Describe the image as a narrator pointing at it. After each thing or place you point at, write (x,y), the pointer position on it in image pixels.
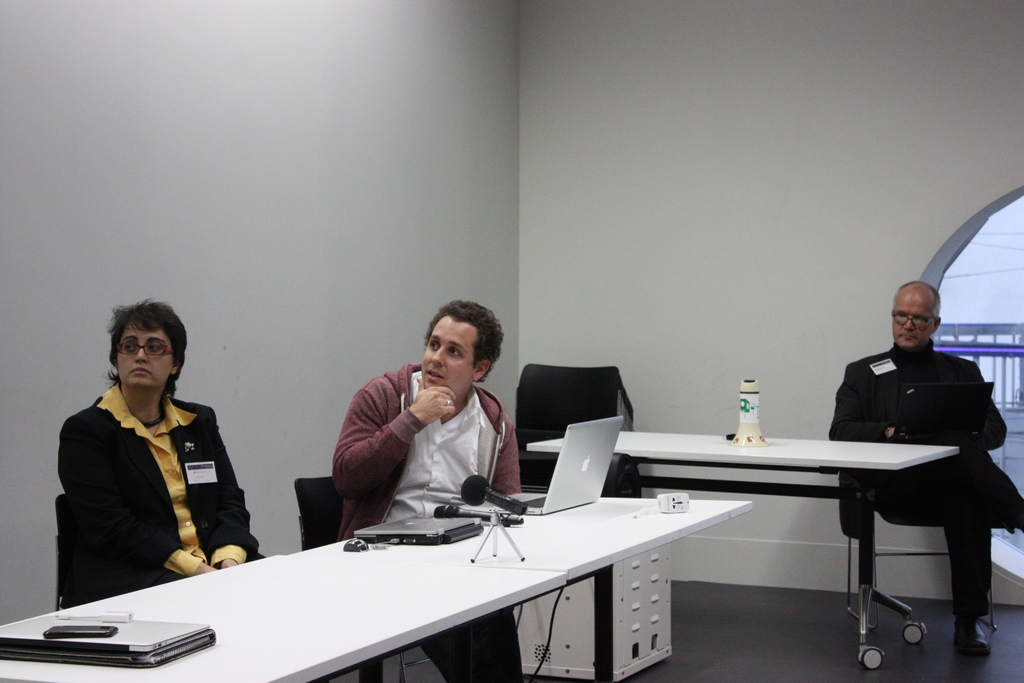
In this image i can see 2 men (452,396) and a woman (223,505) sitting on chairs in front of a table (257,611), On the table (270,615) i can see few laptops (113,643), a mobile (107,630), a microphone (507,525), a megaphone (758,426) and a switch board (680,499). In the background (635,381) i can see a chair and the wall (599,326).
